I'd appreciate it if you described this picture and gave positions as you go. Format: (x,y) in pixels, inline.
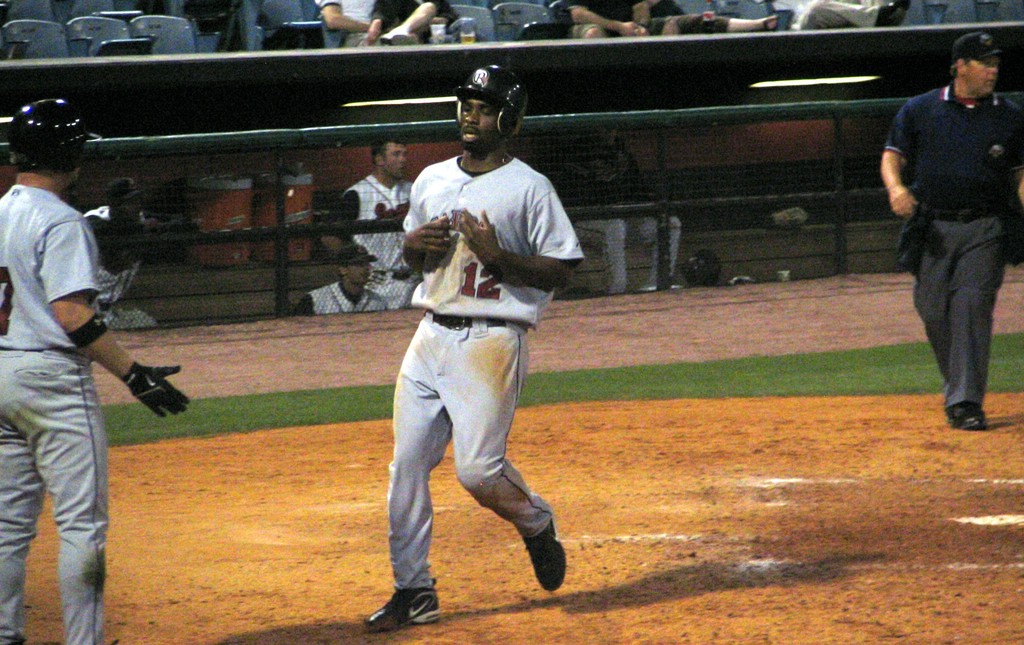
In this picture we can see three people (459,355) on the ground (545,421), helmets (57,127), cap (990,47), fence (277,205) and in the background (445,2) we can see some people (400,8) sitting on chairs (58,33) and some objects (303,194).
